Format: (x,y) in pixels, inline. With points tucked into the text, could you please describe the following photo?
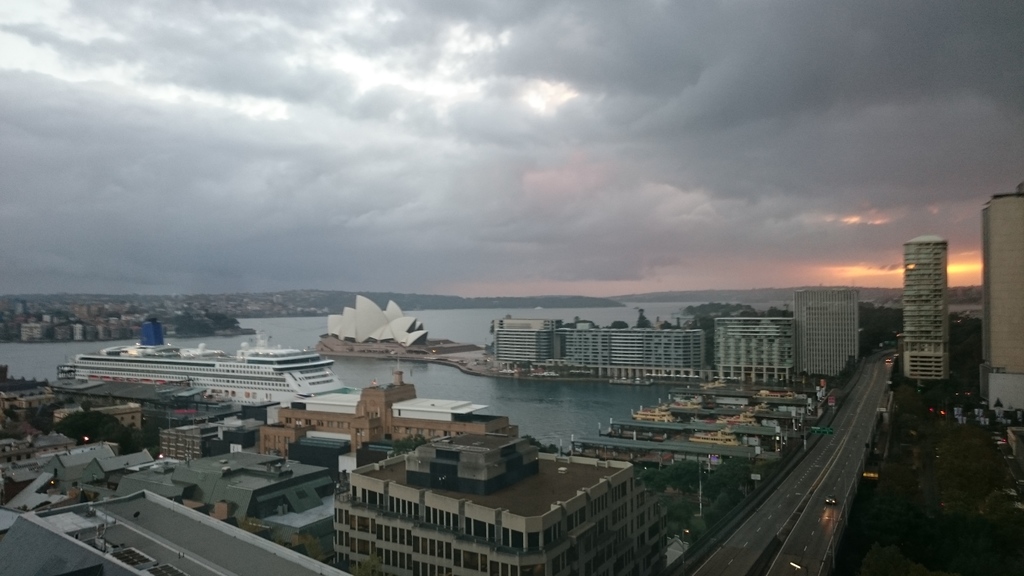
In this image we can see buildings (447,402), water (448,386), ship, roads (784,540), vehicles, trees (904,504), and poles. In the background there is sky (465,169) with clouds (623,184).
